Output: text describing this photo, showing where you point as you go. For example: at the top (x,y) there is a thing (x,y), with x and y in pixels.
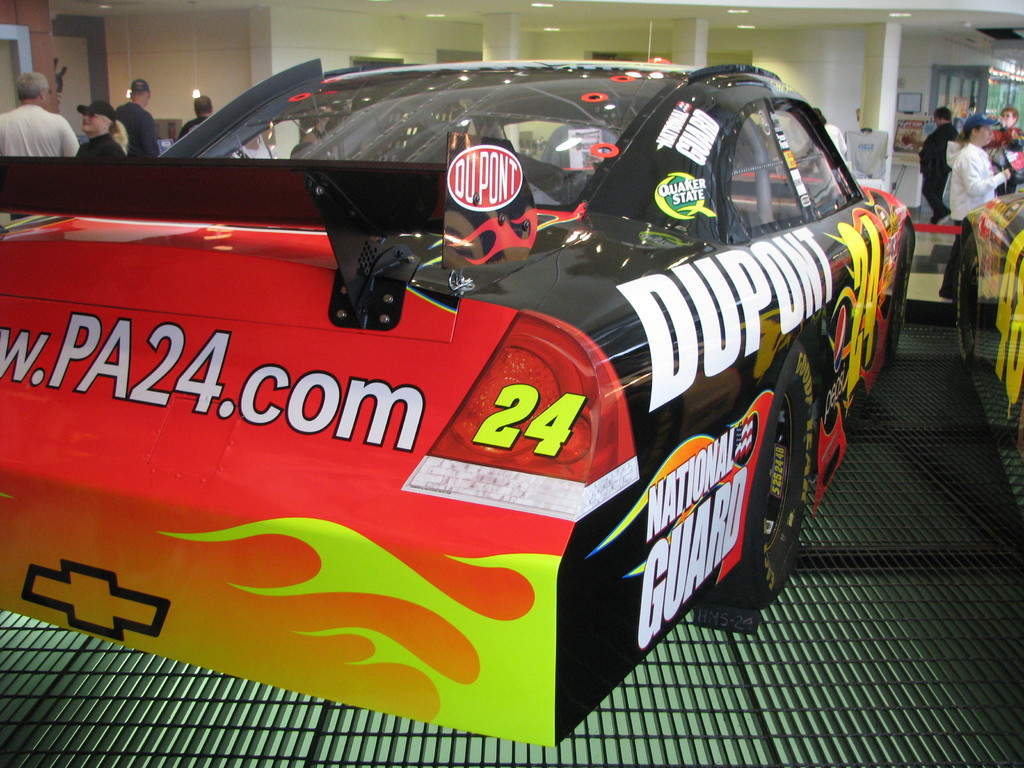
In this image, we can see persons (133,143) wearing clothes (133,143). There is a car (353,284) in the middle of the image (624,502). There are pillars (867,42) and some lights (535,6) at the top of the image (894,28). There is an another car (968,281) on the right side of the image (1009,416).
